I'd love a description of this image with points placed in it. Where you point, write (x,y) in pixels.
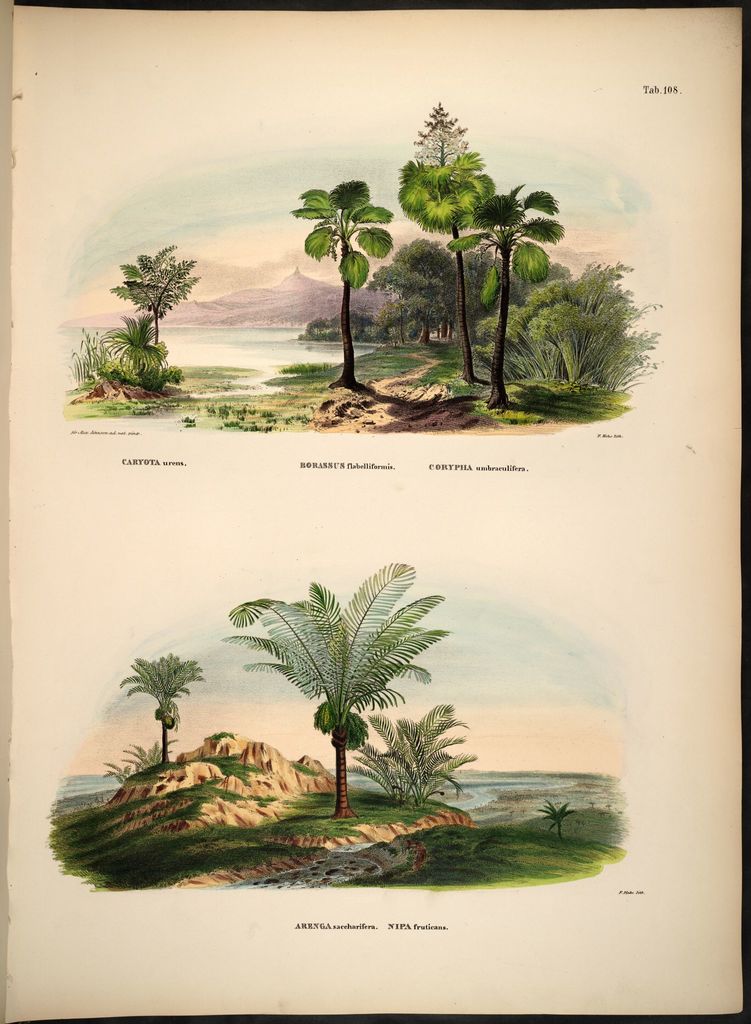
This is a page (214,171). In this there are paintings (305,298) of trees (347,288), river (315,354), plants (522,355) and grasses (532,362). There are two painting (273,735) on this page (332,705) and something is written on the page (422,573).
